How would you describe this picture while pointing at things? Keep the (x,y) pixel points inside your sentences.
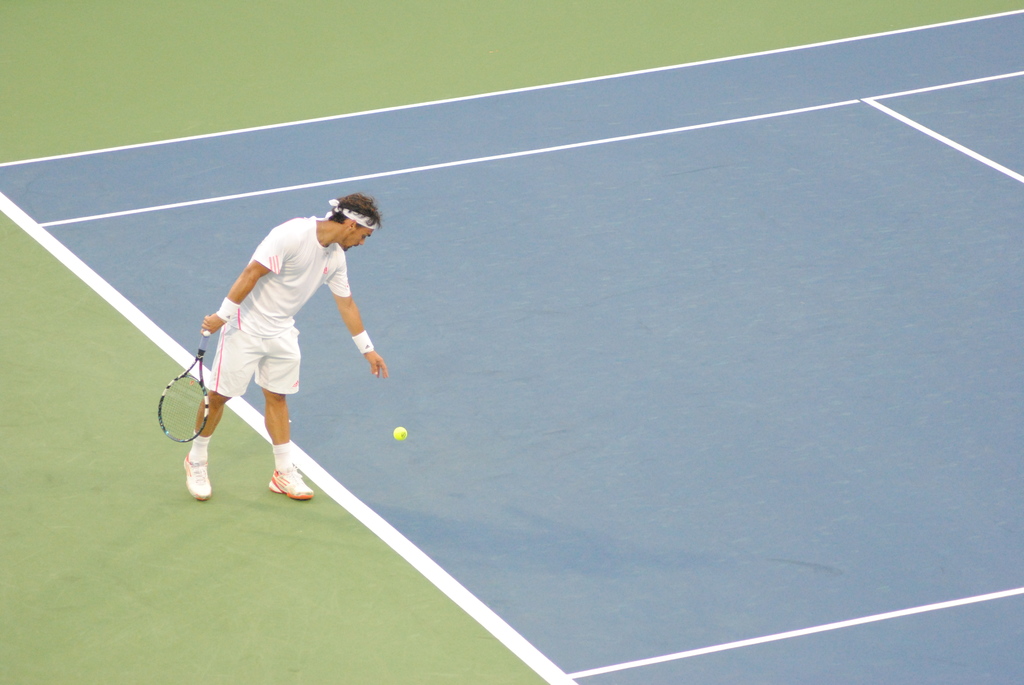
In this image I can see in the middle (350,328) a man (285,344) is playing the tennis, he is wearing a white color dress (290,328). This is the tennis court (557,202).
